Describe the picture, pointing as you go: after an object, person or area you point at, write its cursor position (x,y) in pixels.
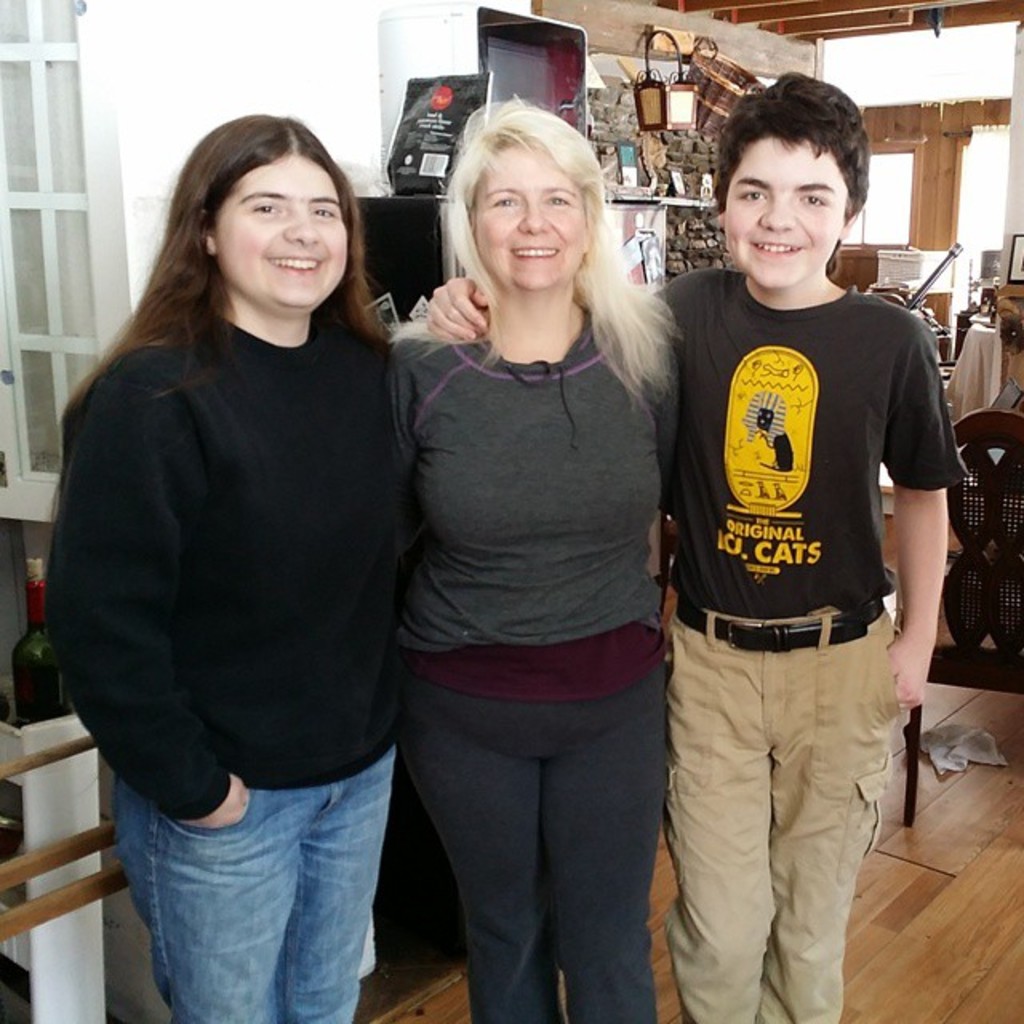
In this image, we can see three persons (601,565) are standing side by side. They are watching and smiling. Background (455,55) we can see wall (249,59), few objects (413,154), basket (712,89), machines (558,103), cloth (980,396), chair (993,519) and wooden objects (916,184). At the bottom (991,971), we can see wooden floor (993,969). Left side of the image (33,660), we can see a bottle (48,681) and glass door (50,263).
